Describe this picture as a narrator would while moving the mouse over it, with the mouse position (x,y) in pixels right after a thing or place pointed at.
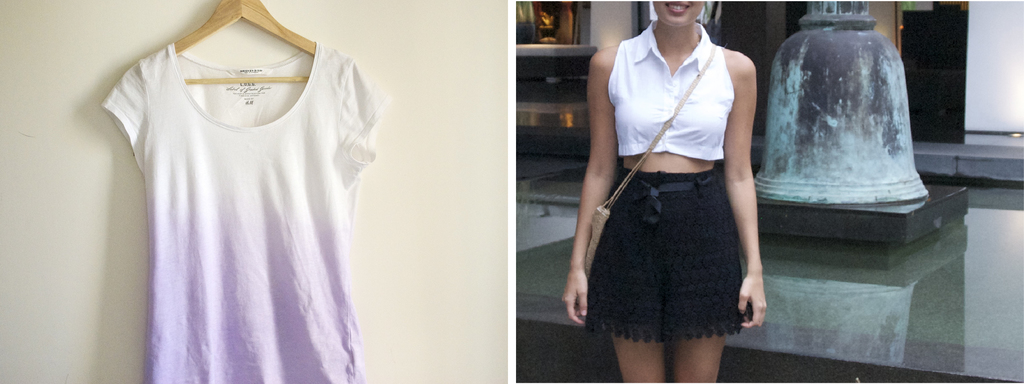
In the left side (192,343) it is a dress (276,252) of a woman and in the right side (706,383) a woman (687,54) is standing, she wore a white color top (702,116) and a black color short (696,253).
